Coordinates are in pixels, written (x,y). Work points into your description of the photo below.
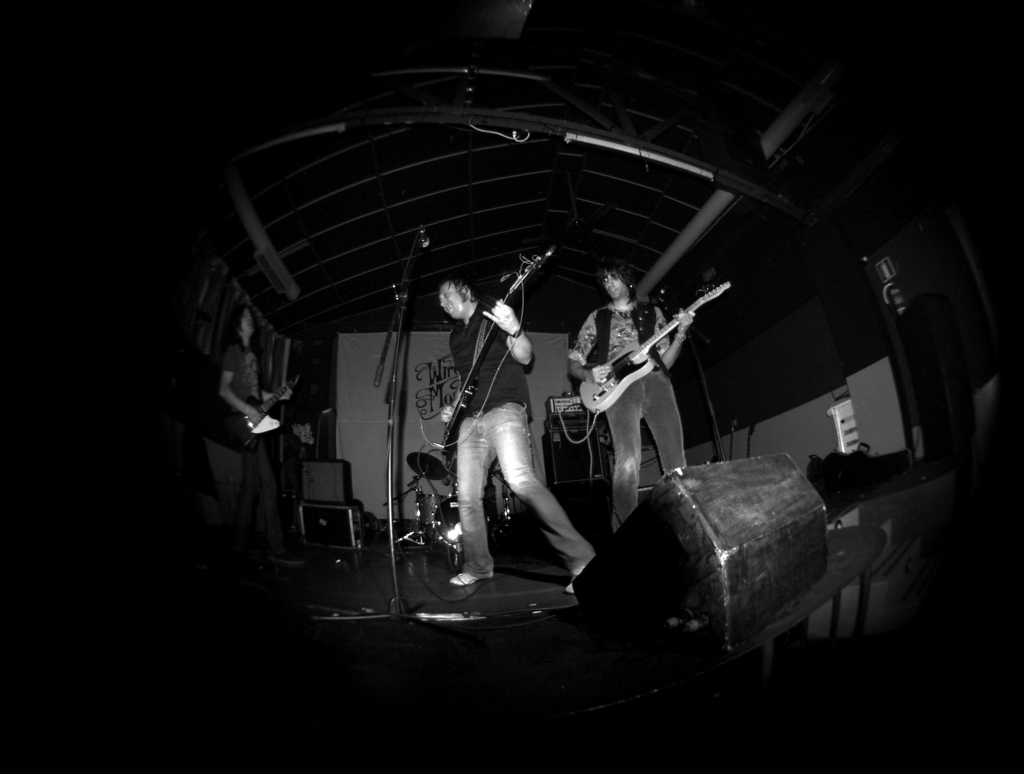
In this image there are three person (473,484) standing and there are playing a guitar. There is a mic (423,237) and a stand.
